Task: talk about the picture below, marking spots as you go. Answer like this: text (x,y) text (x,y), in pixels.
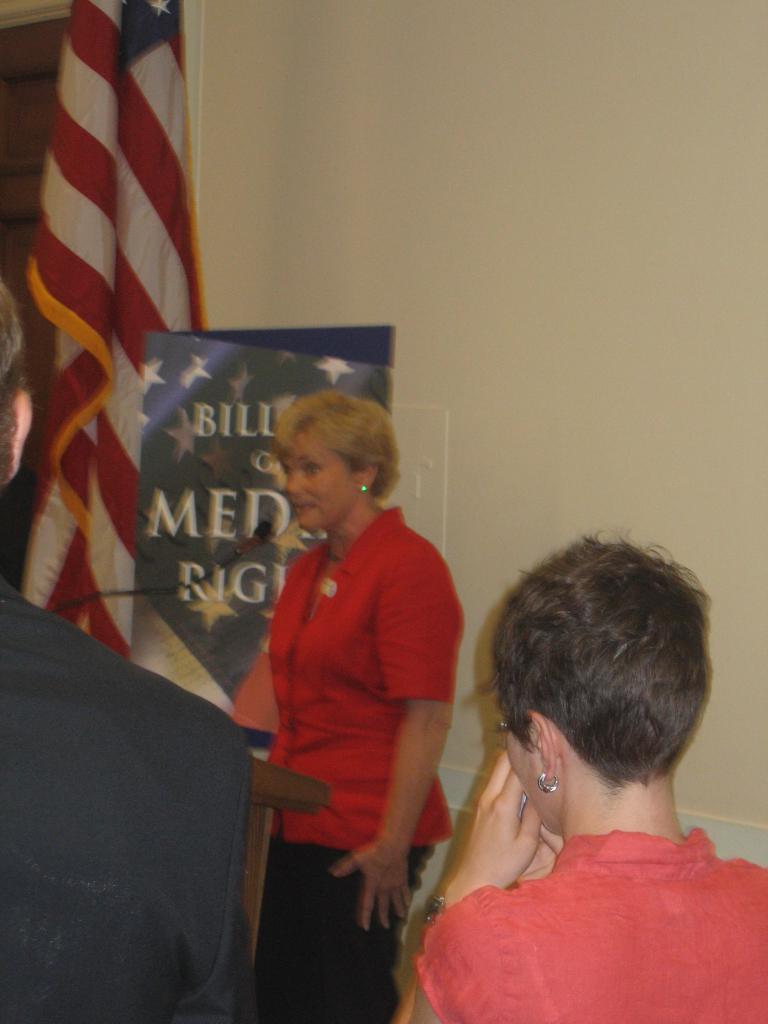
People (440,808) are standing, this is microphone (216,566) and flag (99,265), this is wall (551,339) and poster (237,488).
